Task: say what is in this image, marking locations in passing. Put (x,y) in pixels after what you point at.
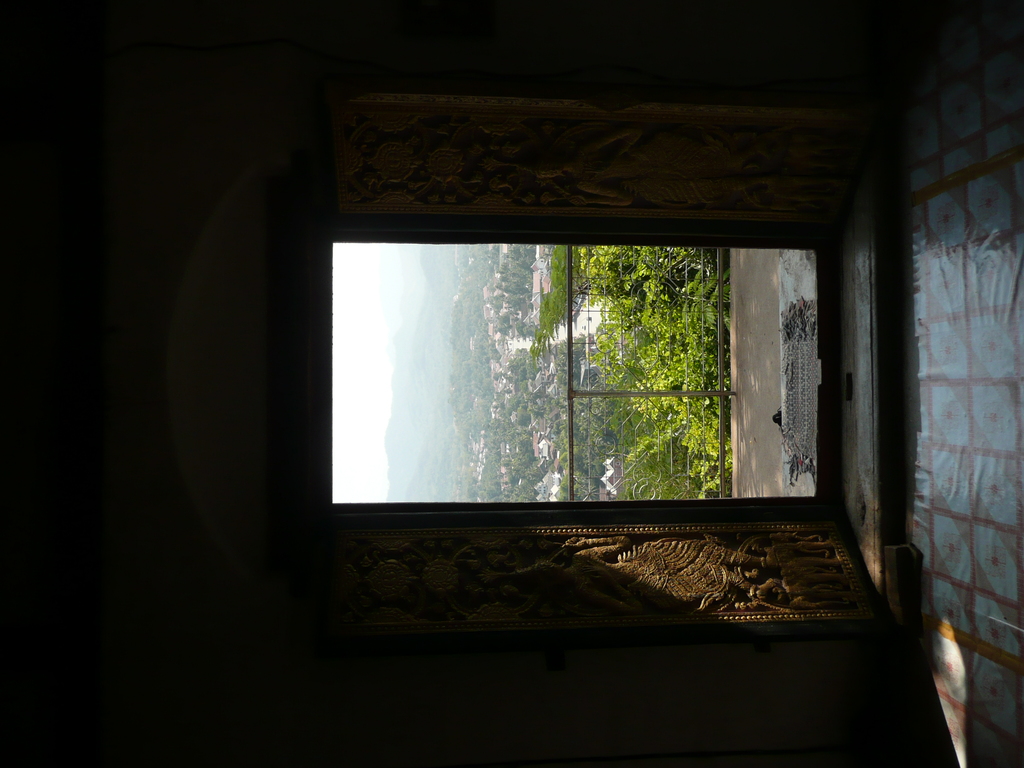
This image is in left direction. On the right side (979,440), I can see the floor (945,313). This is an inside view of a room (698,645). In the outside, I can see a railing (598,399), trees (463,324) and buildings (522,346).
